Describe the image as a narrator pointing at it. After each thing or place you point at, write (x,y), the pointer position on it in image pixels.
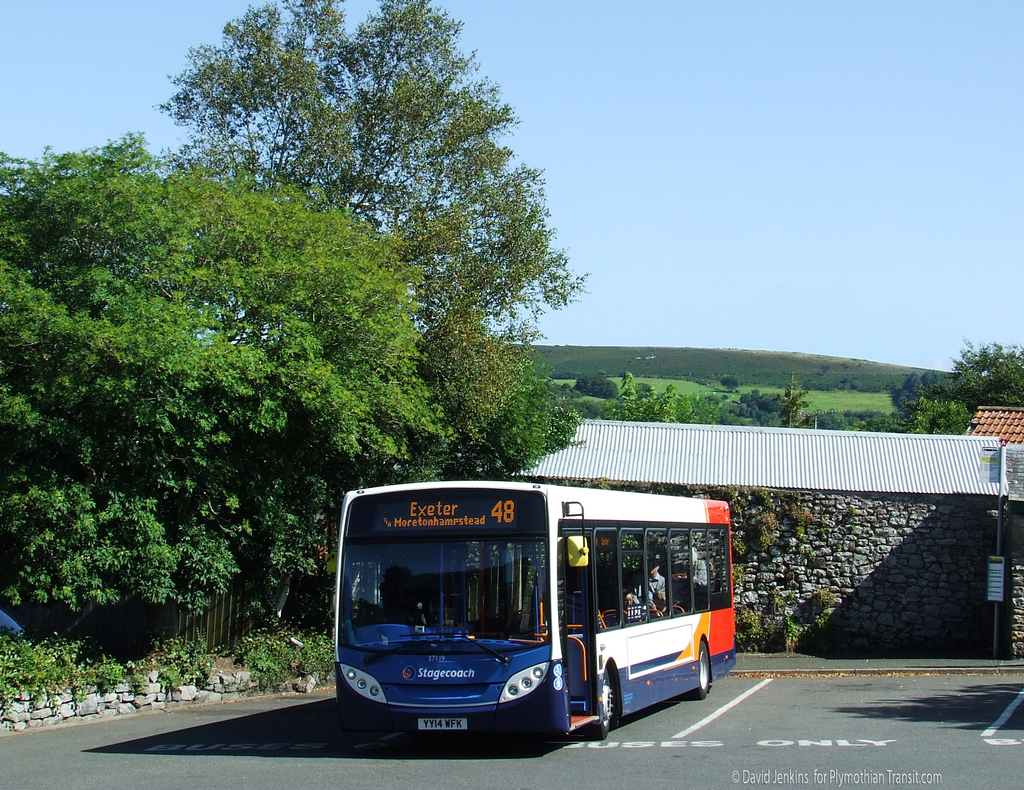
As we can see in the image there are trees (239,398), bus (477,596), houses (805,602), grass (685,349) and sky (824,49).
